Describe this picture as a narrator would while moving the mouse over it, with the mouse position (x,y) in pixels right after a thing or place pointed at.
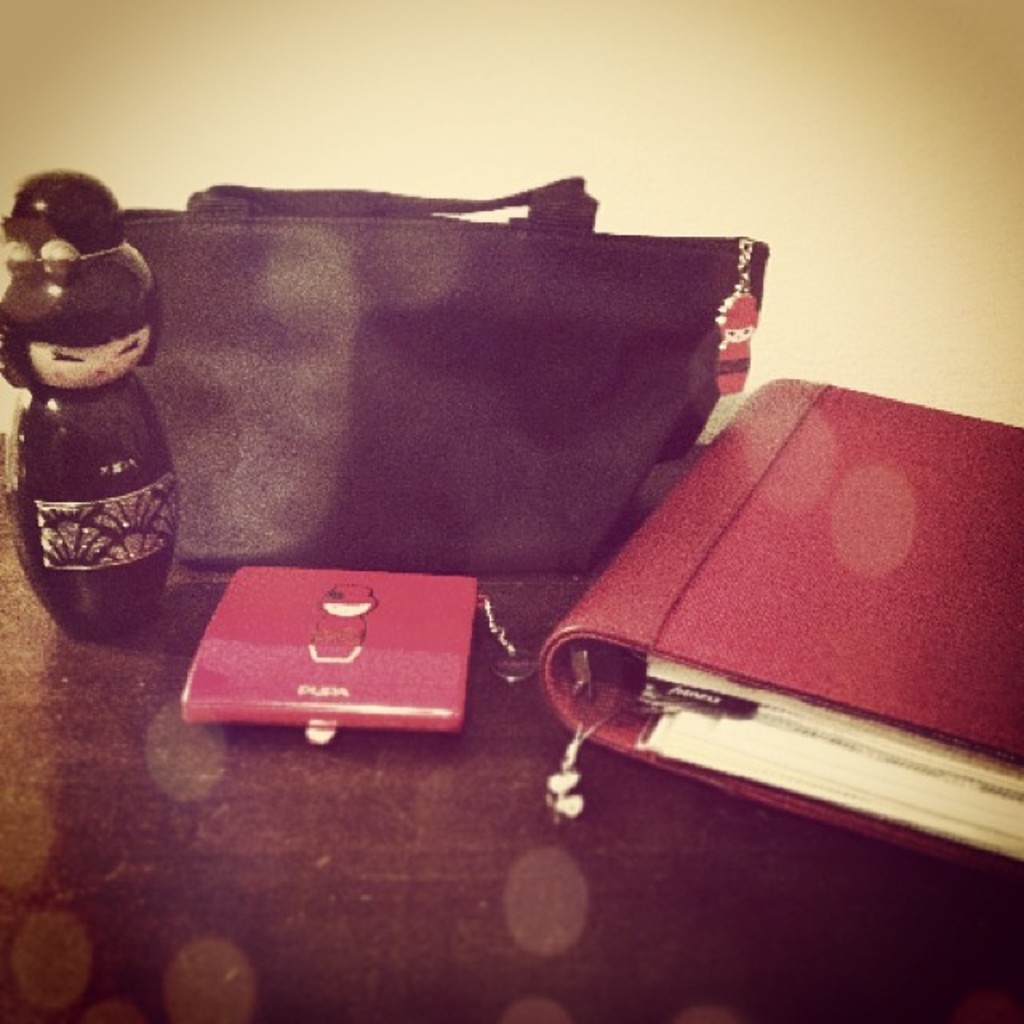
This is the wooden table (297,841). I can see a black color hand bag (436,430), file (754,590) which is red in color, a red object (386,636) and a women barbie toy (116,393) which is black in color are placed on the table (367,1003). And the background (137,97) is white in color.
